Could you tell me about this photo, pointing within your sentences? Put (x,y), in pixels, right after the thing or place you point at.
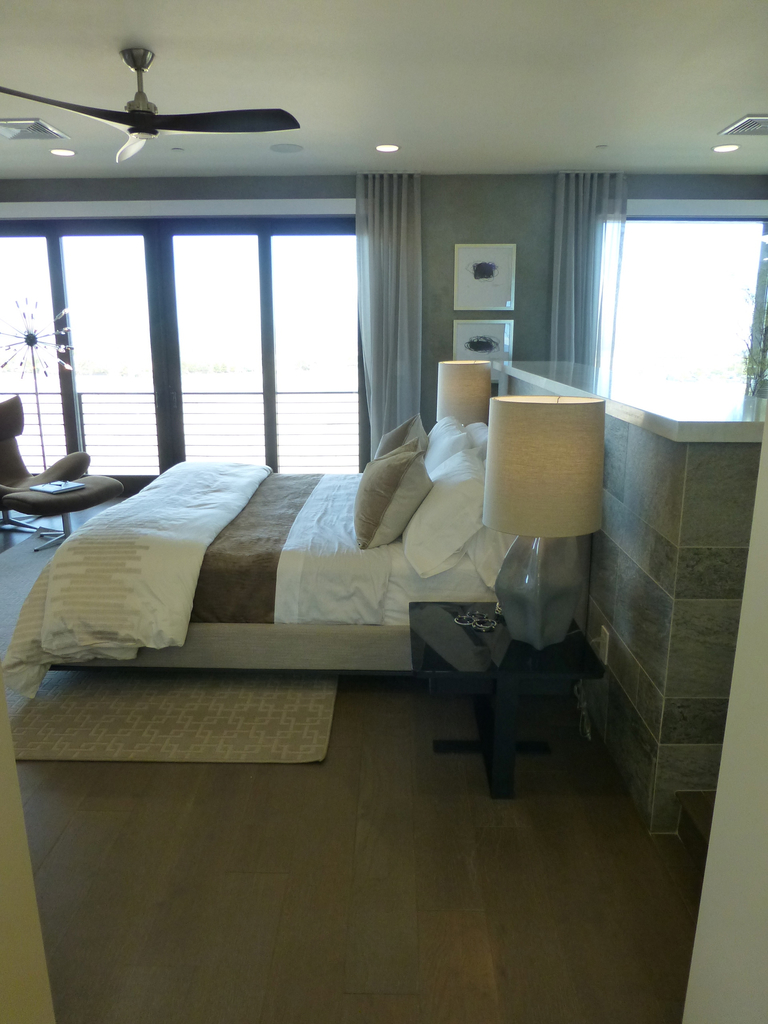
Here there is bed (307,539) with blanket (271,557) and pillows (459,497) on it, here there are lamps (519,560), here there is light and fan (156,122) on the roof (250,151), here there is chair (73,461).
